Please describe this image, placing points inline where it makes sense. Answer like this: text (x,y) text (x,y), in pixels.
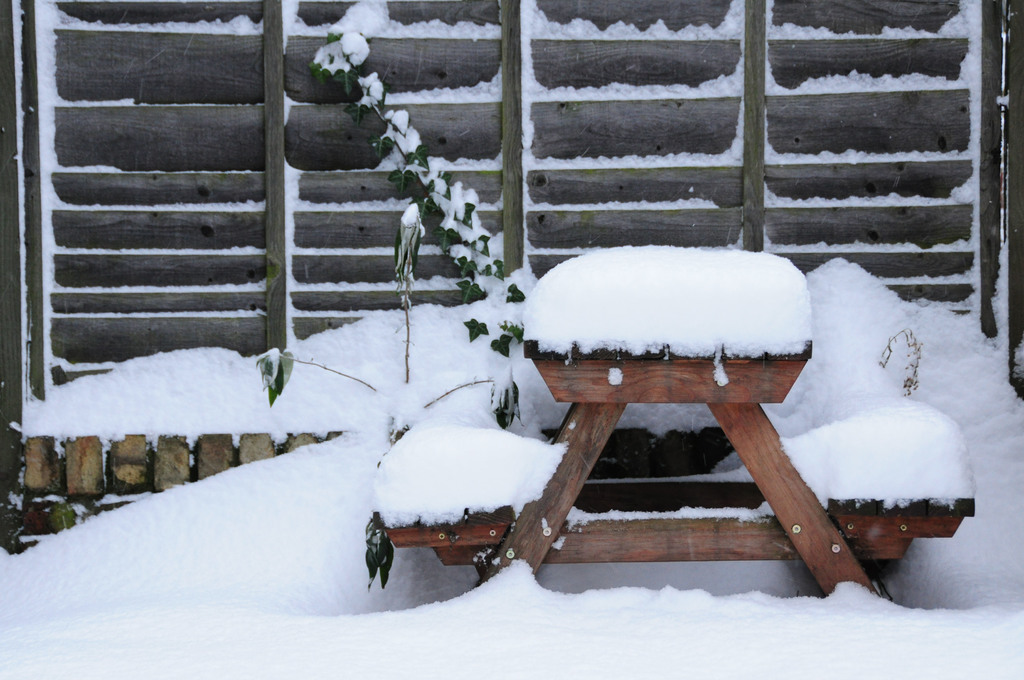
In the center of the image (603,404) there is a wooden table (563,561). At the bottom of the image (295,582) there is snow (503,627). In the background of the image (94,148) there is a gate (910,142).
